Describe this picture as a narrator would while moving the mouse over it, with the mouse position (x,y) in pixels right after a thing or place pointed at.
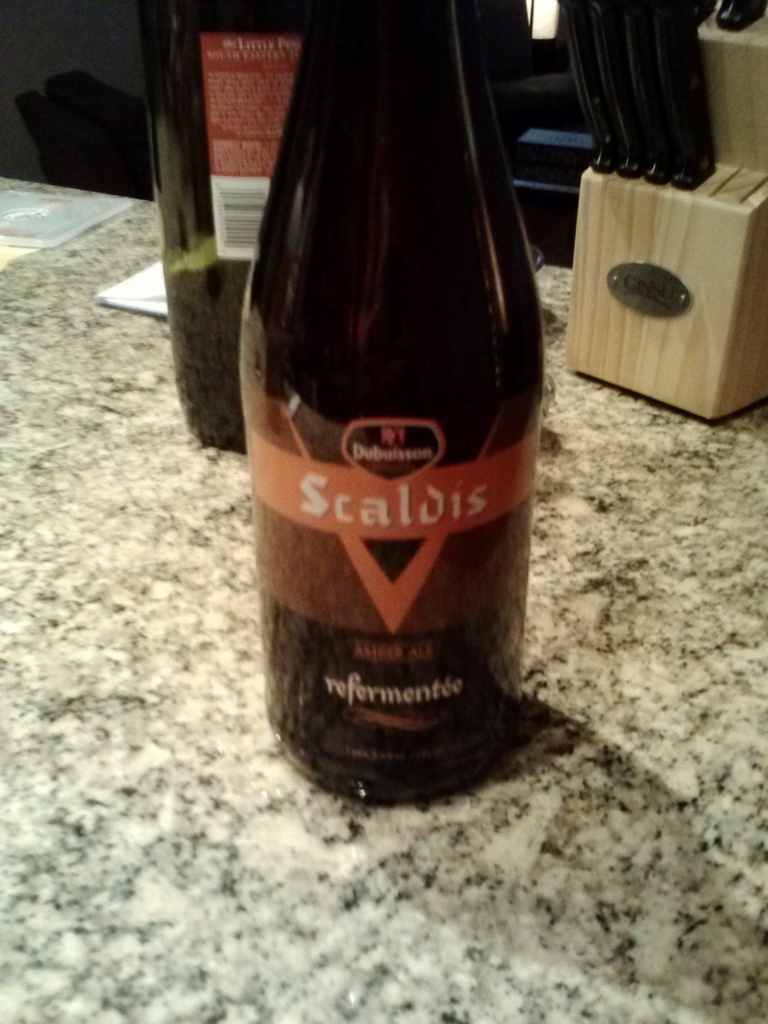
Here we can see a bottle (319,378) and behind the bottle (331,369) there is a knife stand (607,220) where we can see four knives (661,180).
